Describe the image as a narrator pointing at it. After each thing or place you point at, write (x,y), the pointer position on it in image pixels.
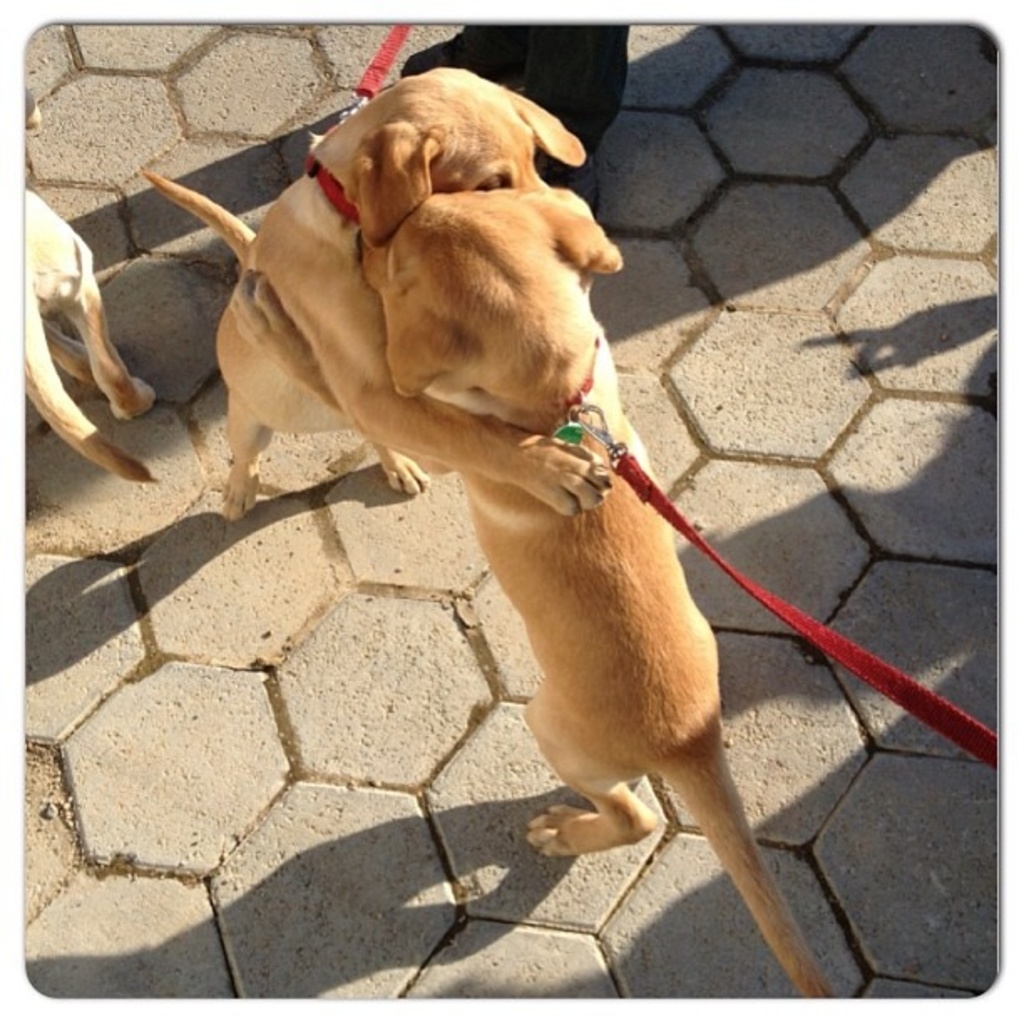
In this image there are two dogs (408,389) hugging each other. There are belts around their neck (321,230). There are leashes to their belts (583,392). At the top (522,49) there are legs (522,49) of a person (516,45). To the left (51,325) there is another dog (53,333) standing on the ground (108,412).
